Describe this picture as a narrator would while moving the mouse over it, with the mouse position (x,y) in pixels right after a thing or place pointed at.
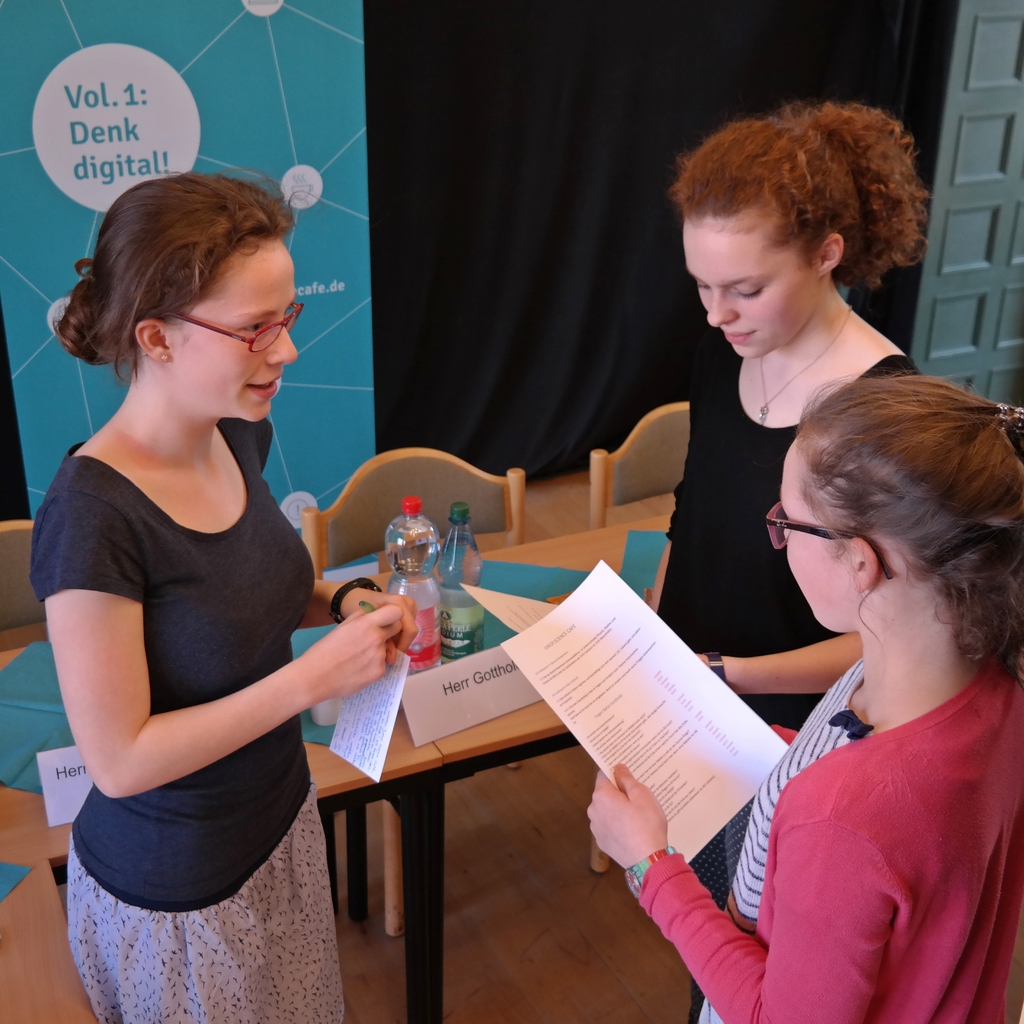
In this image i can see three women (290,533) standing holding papers (541,653) in their hands (396,645). In the background (516,195) i can see a banner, a cloth (522,193), a table (485,634), few water bottles (400,529) and few chairs (394,496).
